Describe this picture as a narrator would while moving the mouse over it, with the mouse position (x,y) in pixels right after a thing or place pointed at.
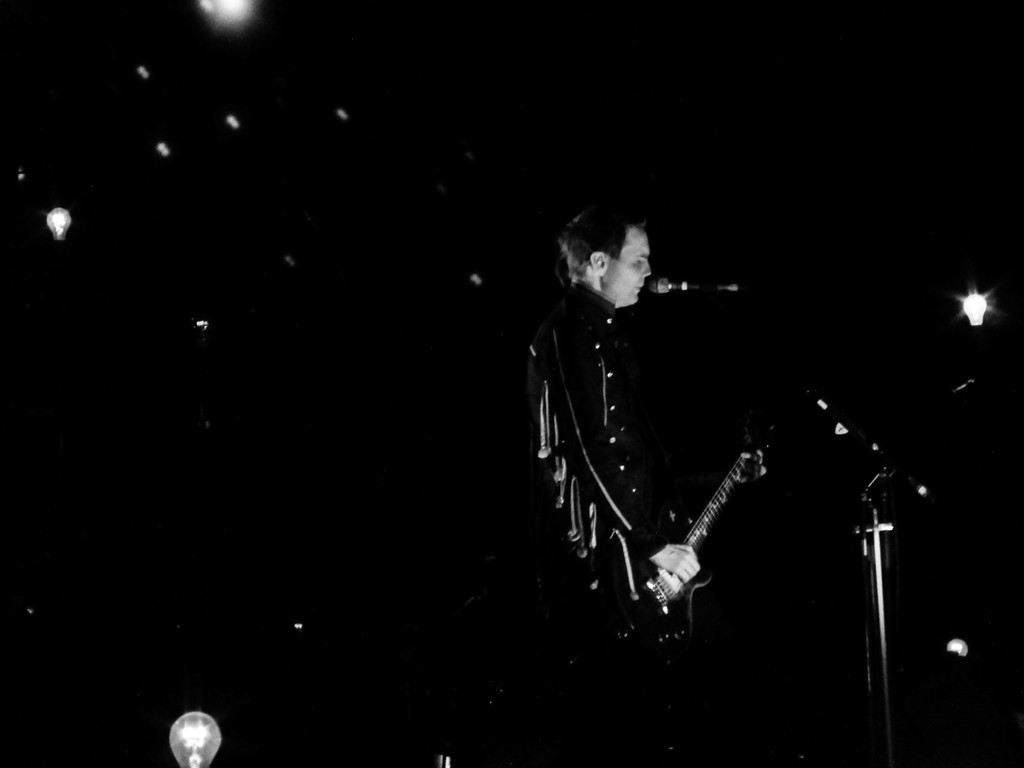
This picture seems to be of inside. In the center (573,336) there is a person (570,282) standing, playing guitar (680,579) and seems to be singing. There is a microphone (668,286) attached to the stand (875,618). In the background (982,309) we can see the lights (973,296).
